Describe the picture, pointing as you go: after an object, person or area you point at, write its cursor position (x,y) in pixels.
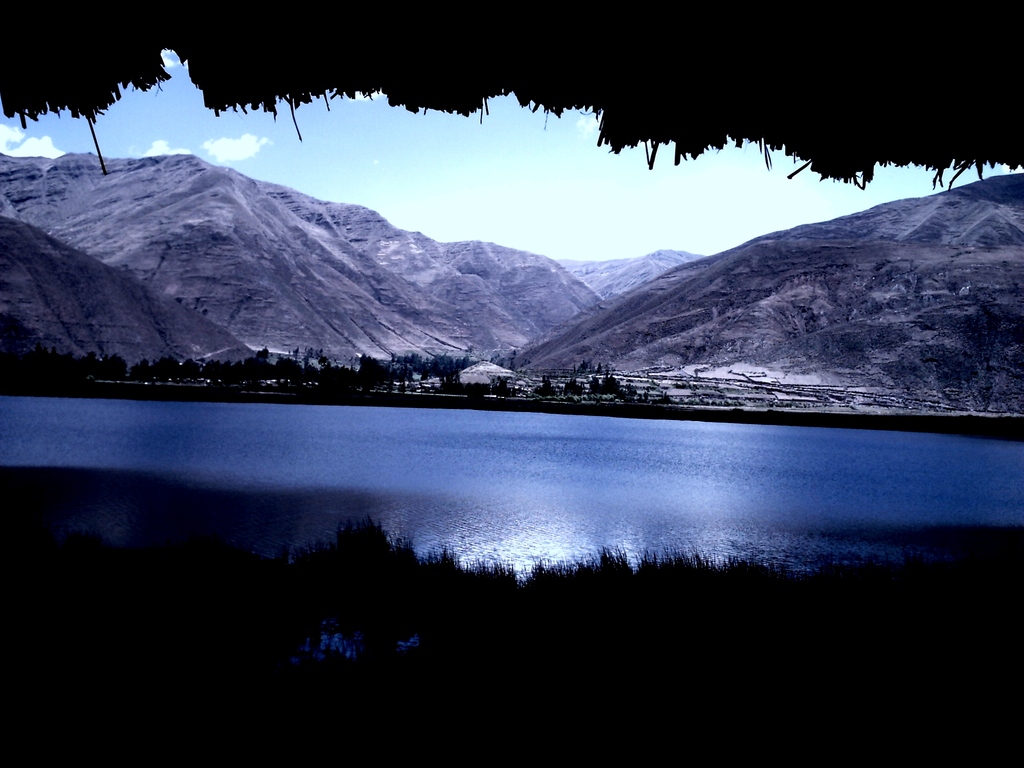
In this picture I can see water (473,464). I can see trees (447,361). I can see mountains (537,258). I can see clouds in the sky (444,180).
